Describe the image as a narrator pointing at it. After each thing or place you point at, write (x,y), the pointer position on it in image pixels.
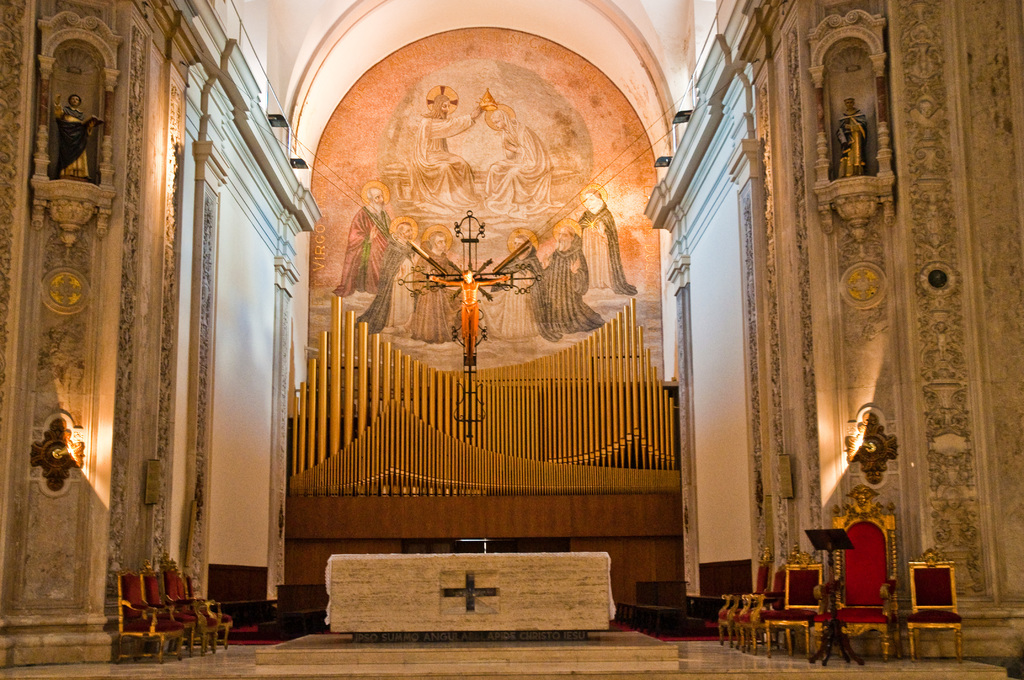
It is the inside of a church (625,346), in the middle (467,250) there is the statue of Jesus Christ (472,331). On the right side (889,592) there are chairs (793,581) in red color.
